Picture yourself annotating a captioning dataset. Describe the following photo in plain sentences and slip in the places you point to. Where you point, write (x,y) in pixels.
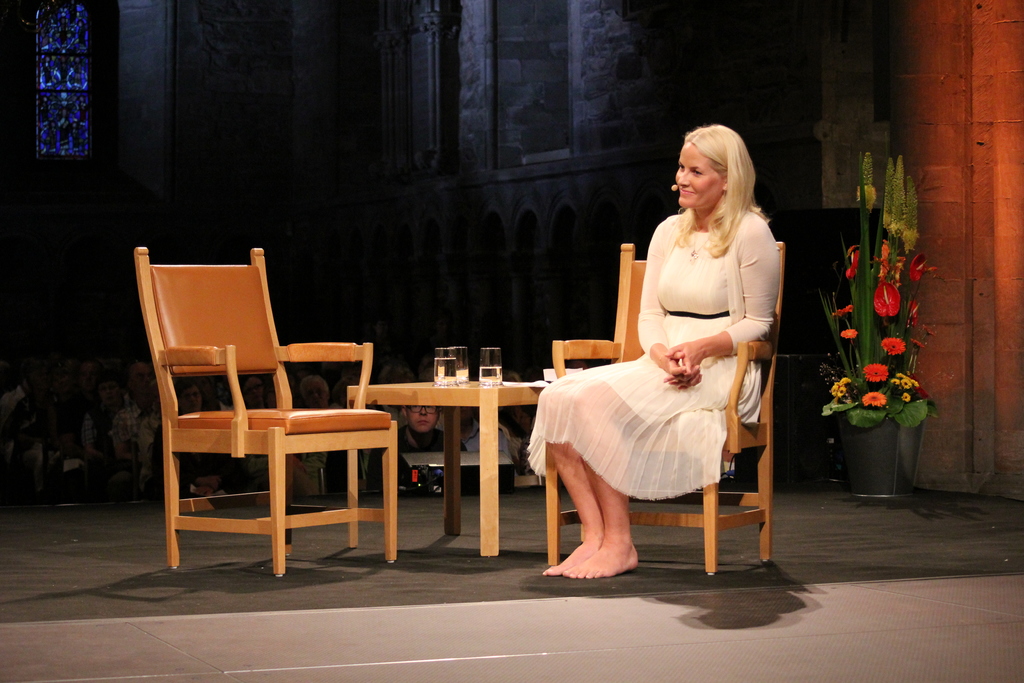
In this image there is a woman (708,241) sitting in a chair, and there is a table (518,390), glass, another chair (199,337), and in back ground (15,380) there are group of people (149,417) sitting, a plant (875,245) and a window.
